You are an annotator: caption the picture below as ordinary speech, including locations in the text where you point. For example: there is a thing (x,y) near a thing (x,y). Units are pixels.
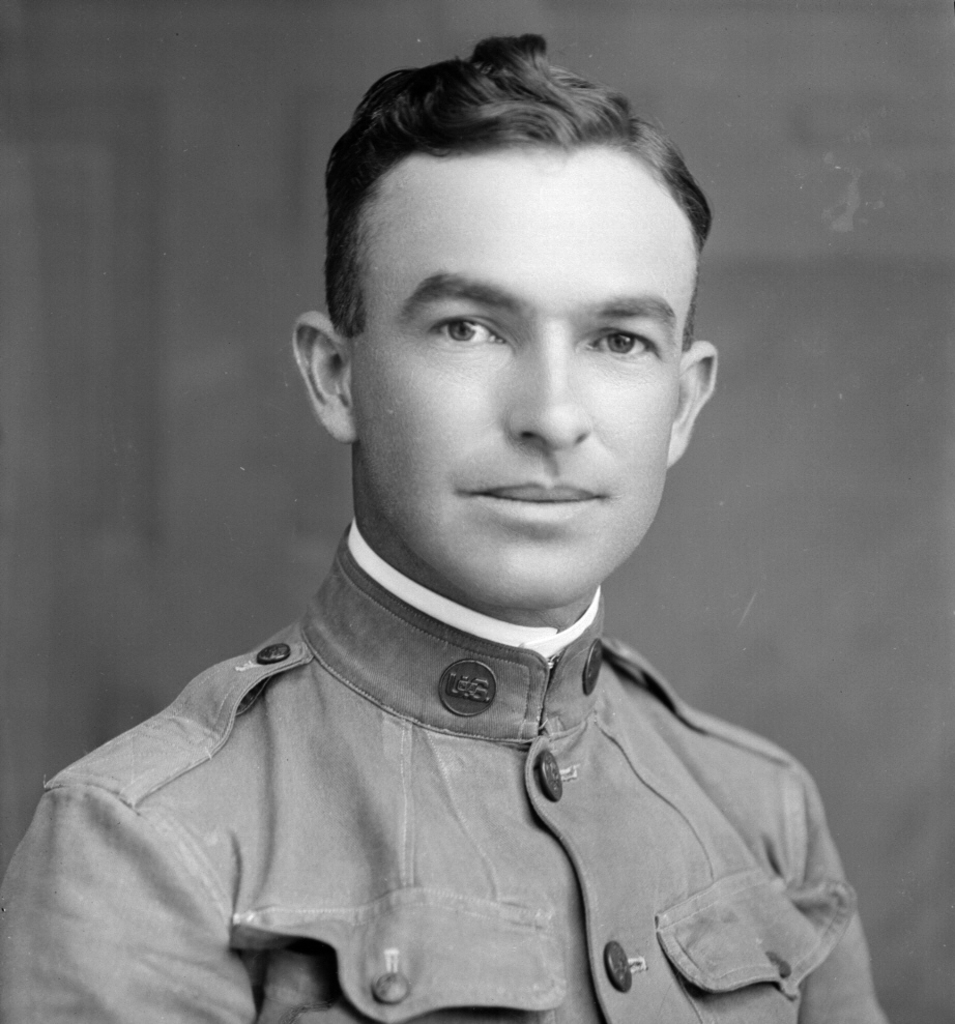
In the picture I can see a man (616,107) in the middle of the image (350,682) and he is wearing a shirt (475,937).
